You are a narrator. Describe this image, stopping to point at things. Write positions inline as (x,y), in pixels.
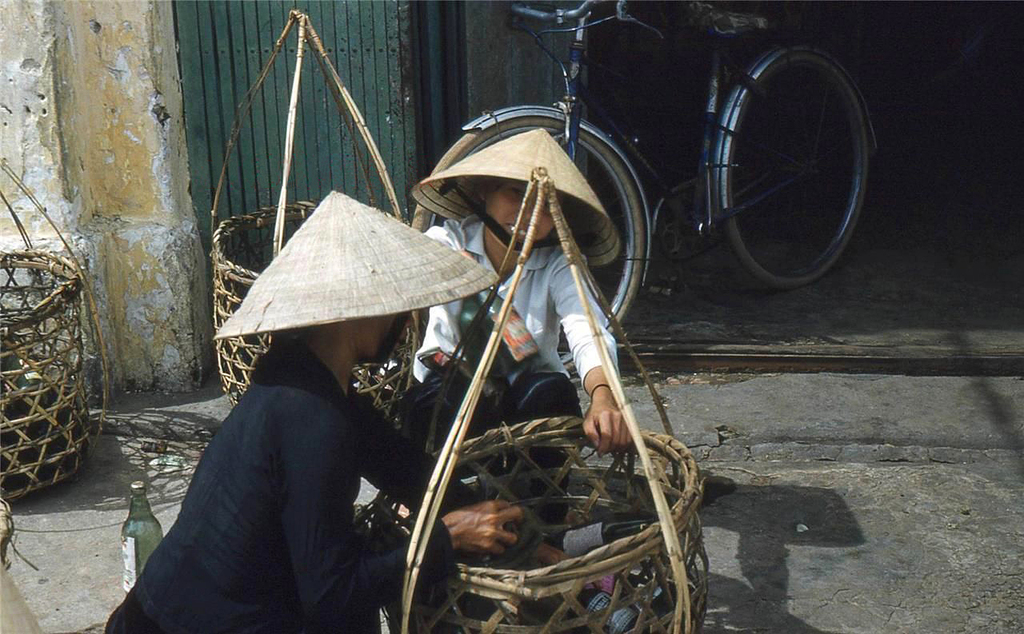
In this picture we can see two person (336,439) in the front (500,284), they wore caps (461,284), we can see three baskets (36,294), there are some bottles (572,554) in this basket (615,554), we can see a wall (90,131) at the left top of the picture (66,119), in the background (619,160) we can see a bicycle (721,161).
